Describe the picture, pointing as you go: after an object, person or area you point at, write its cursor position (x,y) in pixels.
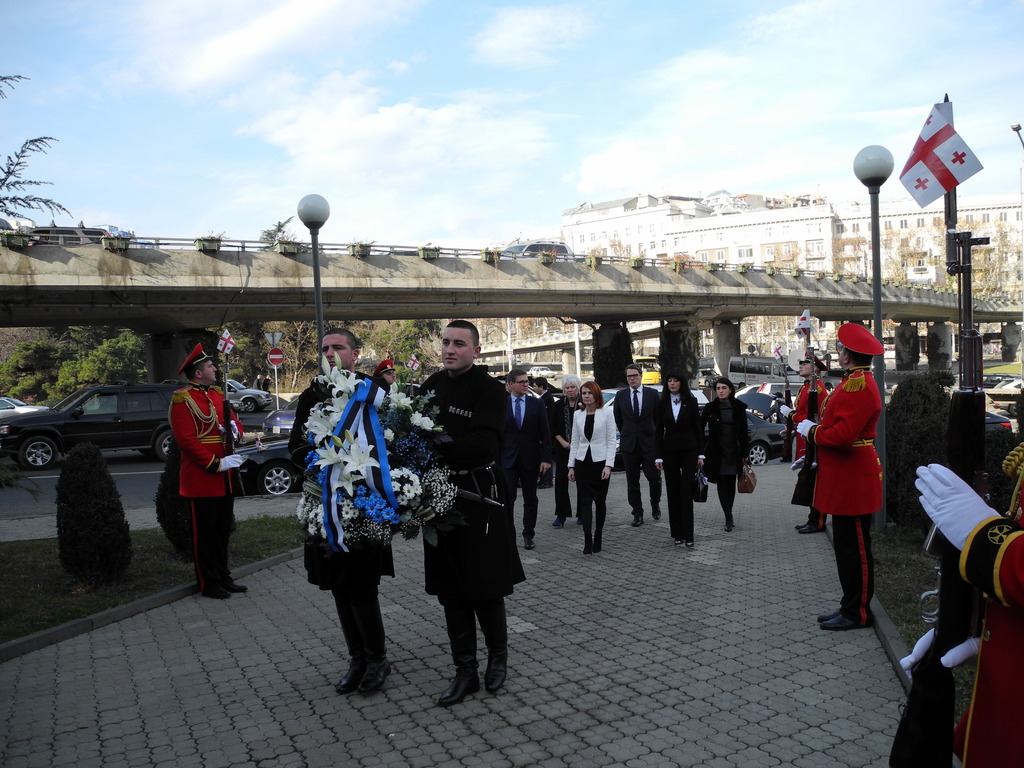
In this image I can see there are few persons (863,414) visible on the road (672,628) and I can see there are some persons (228,470) wearing red color dress (859,481) and I can see poles (944,211) and bridge (193,287) and vehicles (77,400) and bushes (96,453) visible in the middle (659,313), at the top (362,173) I can see the sky (939,92). On the right side (795,241) I can see the building (847,219).
